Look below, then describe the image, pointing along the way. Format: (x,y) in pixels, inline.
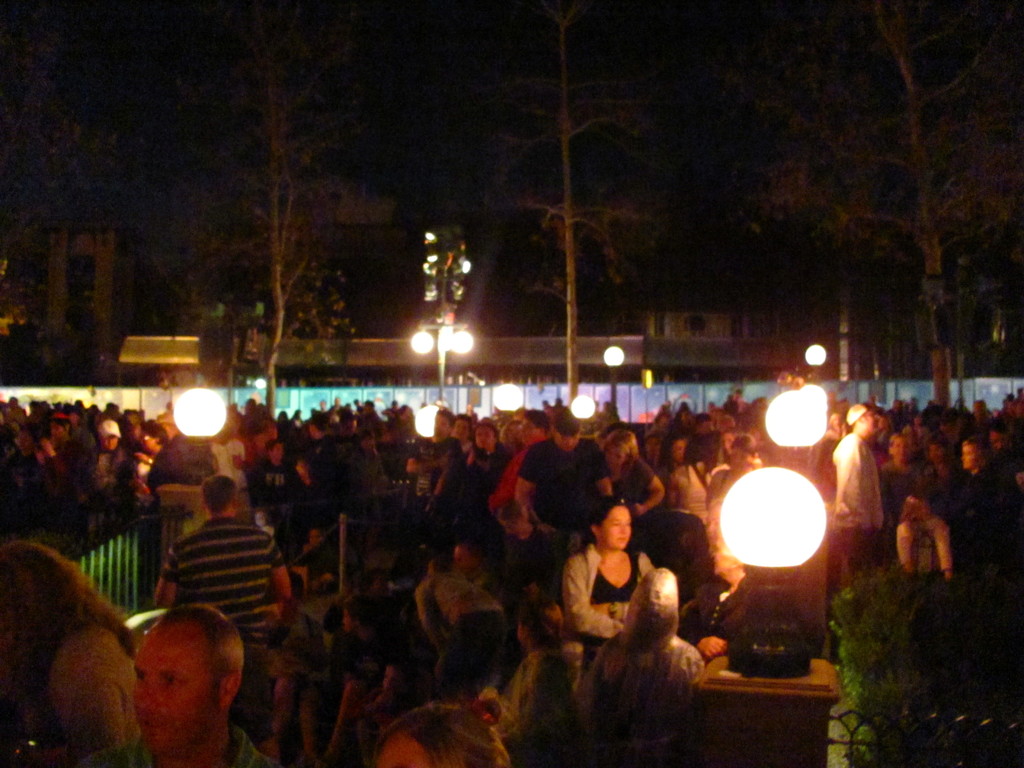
At the bottom of the image (187,673) few people (921,442) are standing and sitting and there are some plants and lights (200,430). At the top of the image (907,64) there are some trees (947,391) and there is a fencing (967,382). Behind the fencing (967,382) there is a building (580,359).
